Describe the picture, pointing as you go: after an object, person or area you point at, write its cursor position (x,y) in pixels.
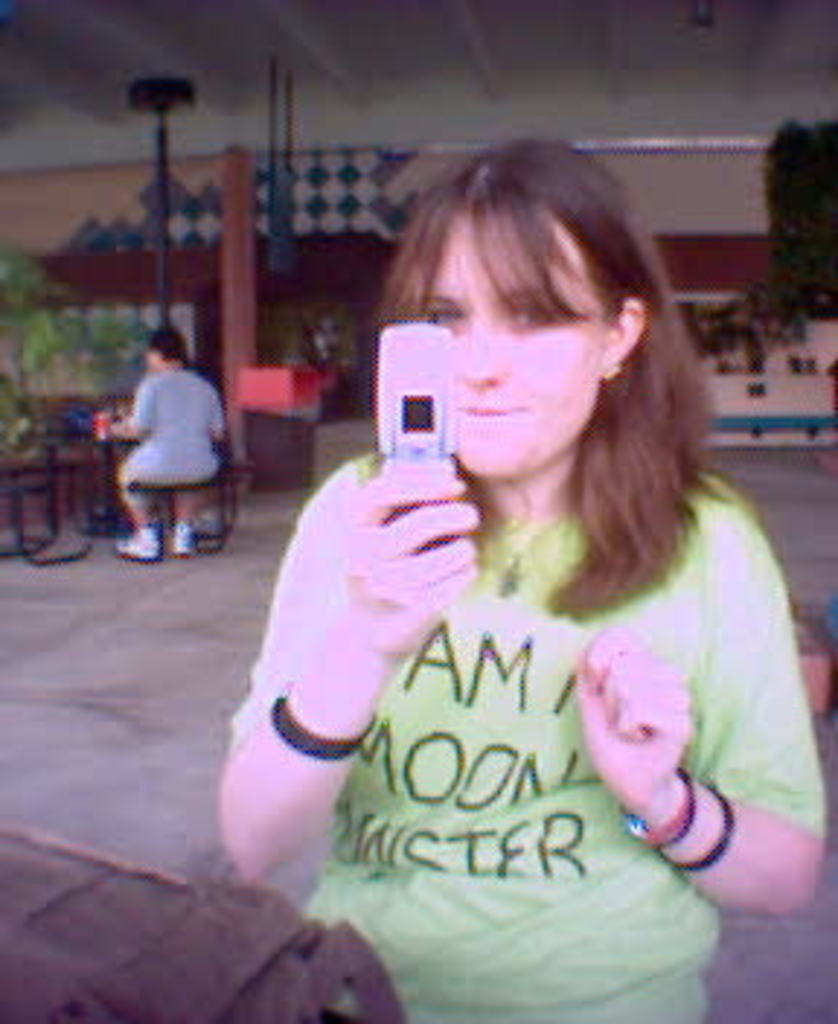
In this picture we can see a mobile (418,355) with her hand (453,511) and in the background (148,325) we can see a person (193,398), plants (42,277), wall (406,192), roof (325,36), some objects (64,424).
